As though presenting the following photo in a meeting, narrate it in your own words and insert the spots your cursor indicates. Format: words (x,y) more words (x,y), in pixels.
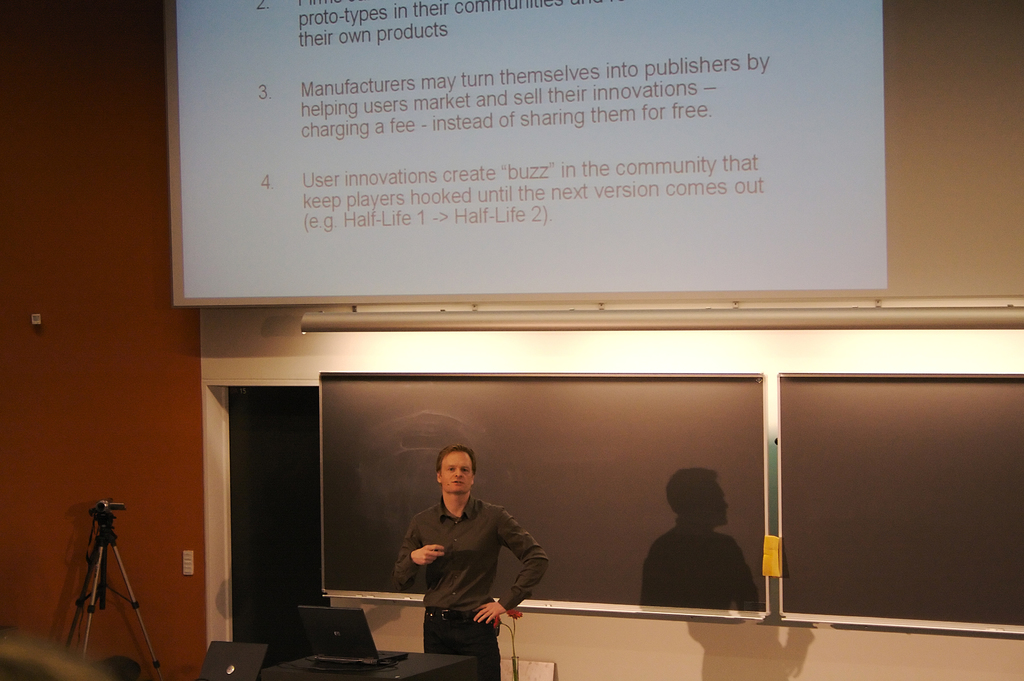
Person (465,543) standing, here there is laptop (383,660) on the table (443,668), back side there is blackboard (648,491) and above there is screen (565,181) and here in the left (114,535) there is stand (102,584).
